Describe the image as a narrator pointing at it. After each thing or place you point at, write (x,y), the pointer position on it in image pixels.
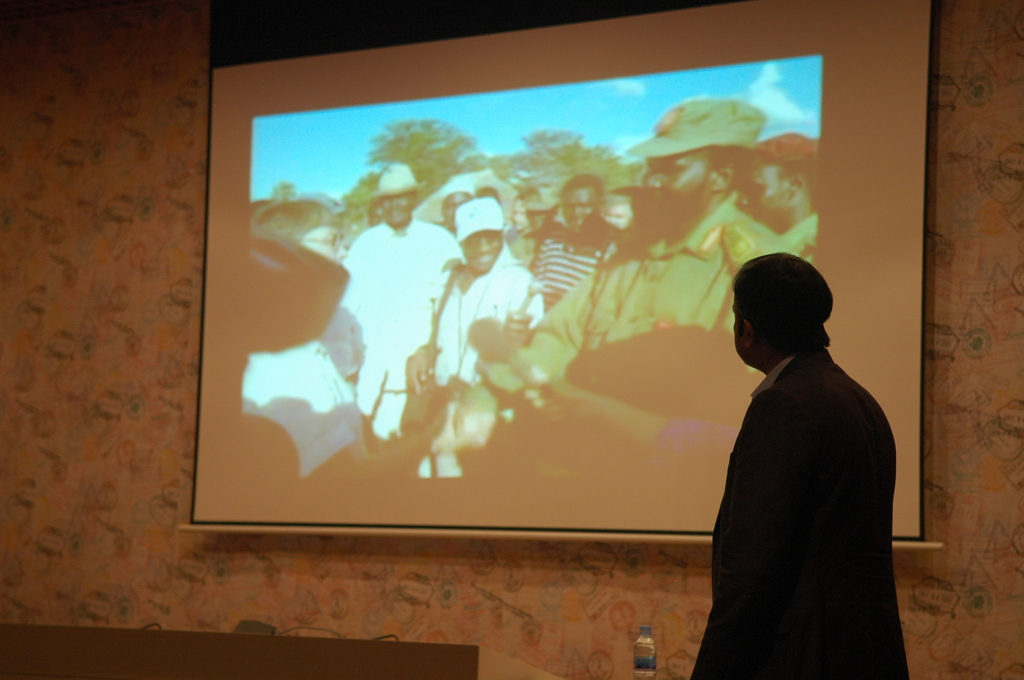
In the image there is a wall (82,390) on which there is a projector screen (590,322) in which there is a crowd (614,308) and the man (812,466) who is standing over here is watching this projector screen (692,411). Beside him there is a water bottle (644,649) beside the water bottle (648,661) there is a podium (272,662).
